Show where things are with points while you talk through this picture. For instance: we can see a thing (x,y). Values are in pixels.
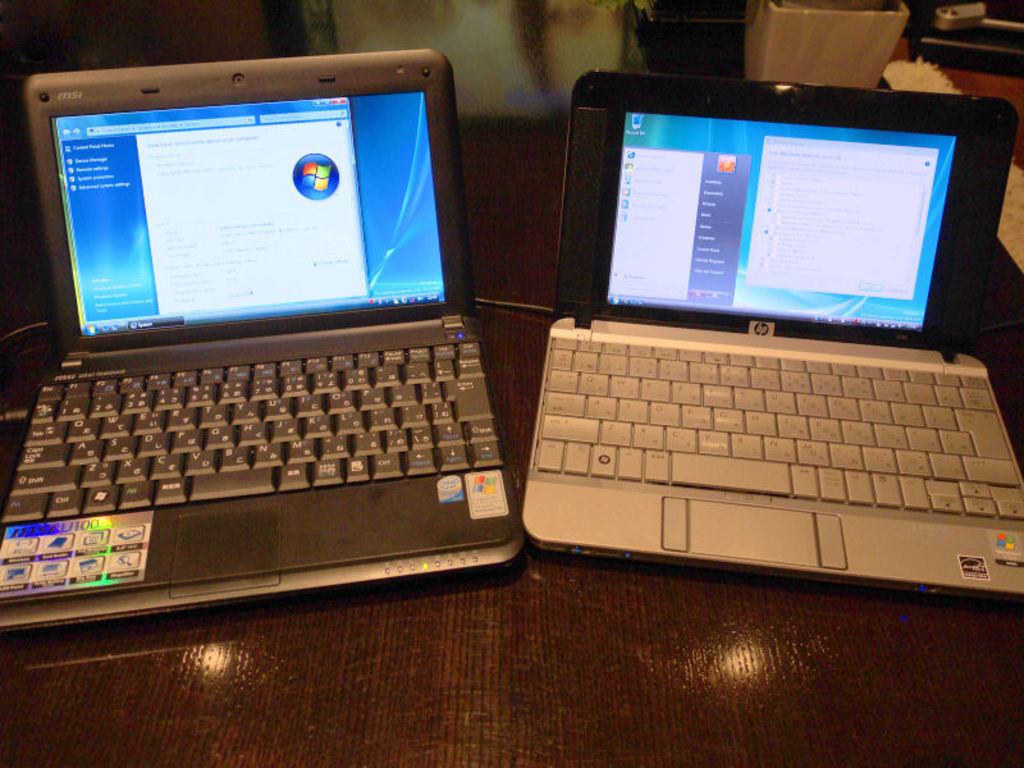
In this picture we can see laptops (529,489) are placed on the table (475,675).
